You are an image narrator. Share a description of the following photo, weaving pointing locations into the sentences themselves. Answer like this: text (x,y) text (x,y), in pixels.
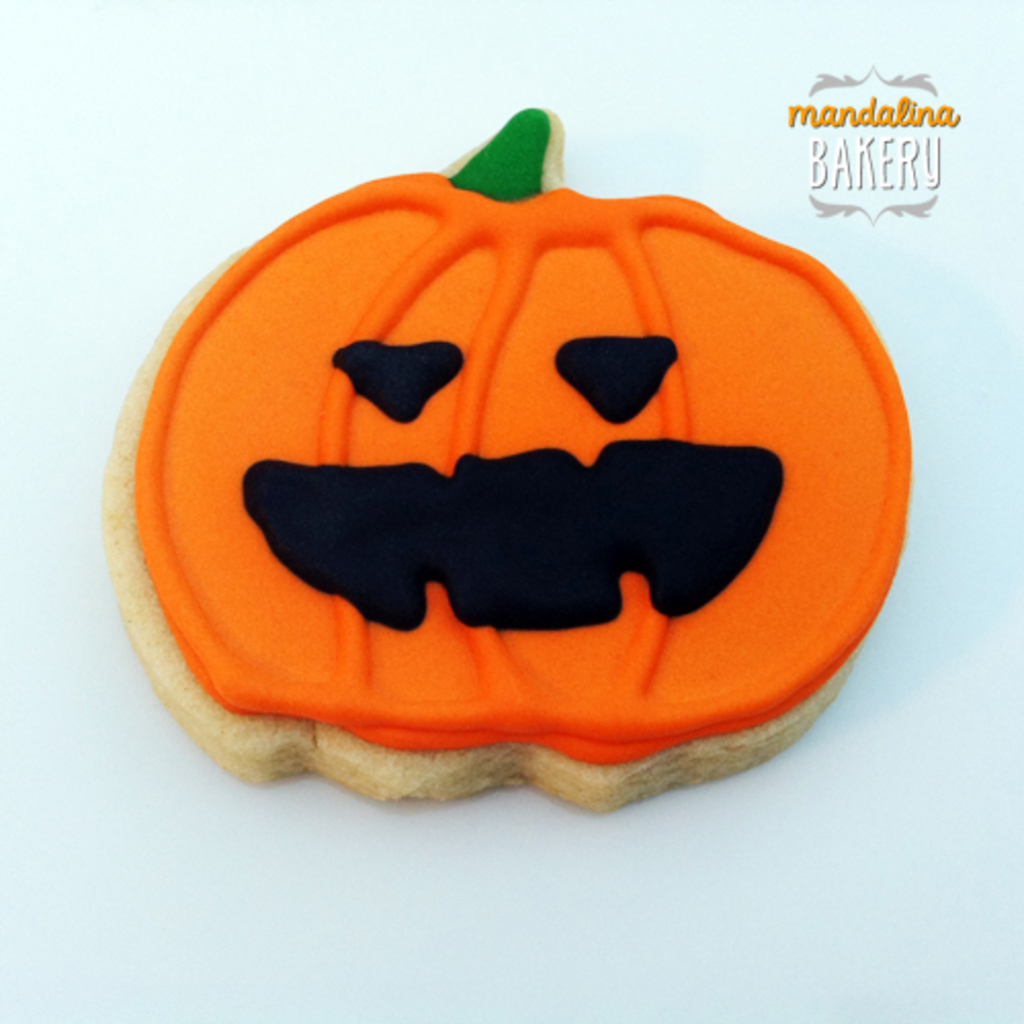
In this picture we can see a cookie (795,502) in the middle (637,510), there is some text (860,163) at the right top of the picture (877,158), we can see a plain background (214,142).
